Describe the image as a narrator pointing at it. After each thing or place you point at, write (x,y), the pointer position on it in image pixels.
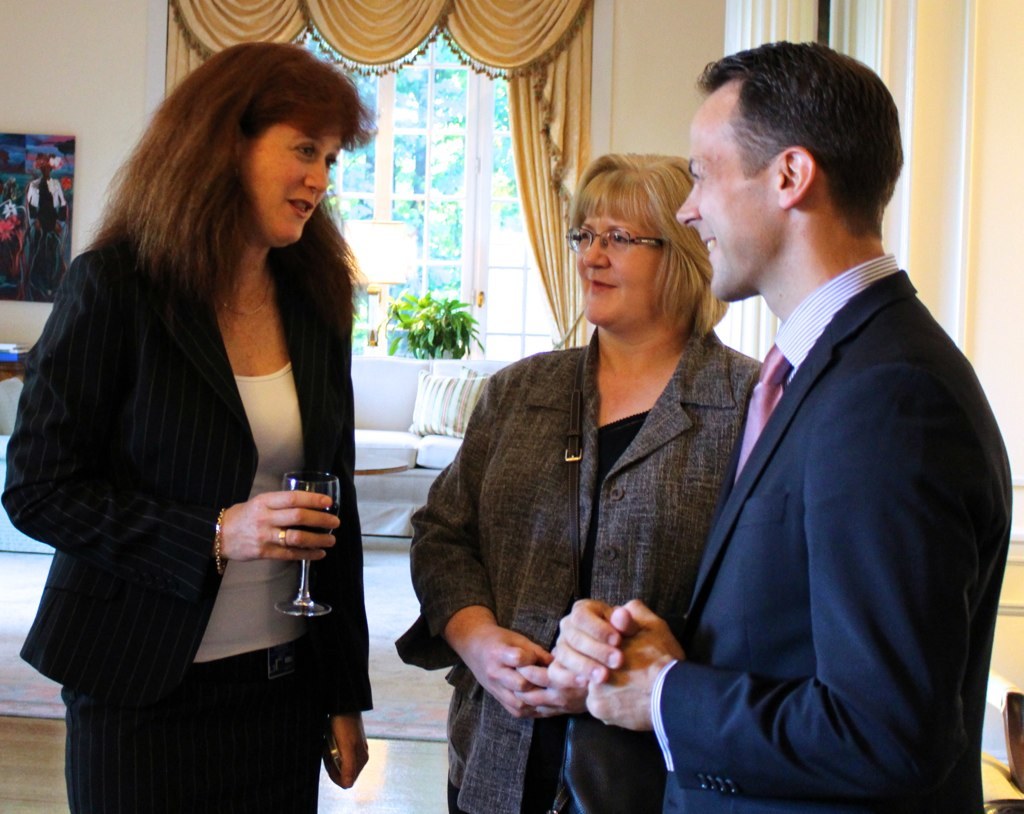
In this image there is a man (899,420) and two women (522,423) standing. One of the woman (296,721) is holding a mobile phone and also a glass (301,534) of drink (301,551). In the background (446,68) there is a window (428,137), a sofa (409,396) with a cushion (426,395), a frame (70,231) to the plain wall (89,83) and also curtains (539,58) visible in this image. Plant (436,315) is also present.
